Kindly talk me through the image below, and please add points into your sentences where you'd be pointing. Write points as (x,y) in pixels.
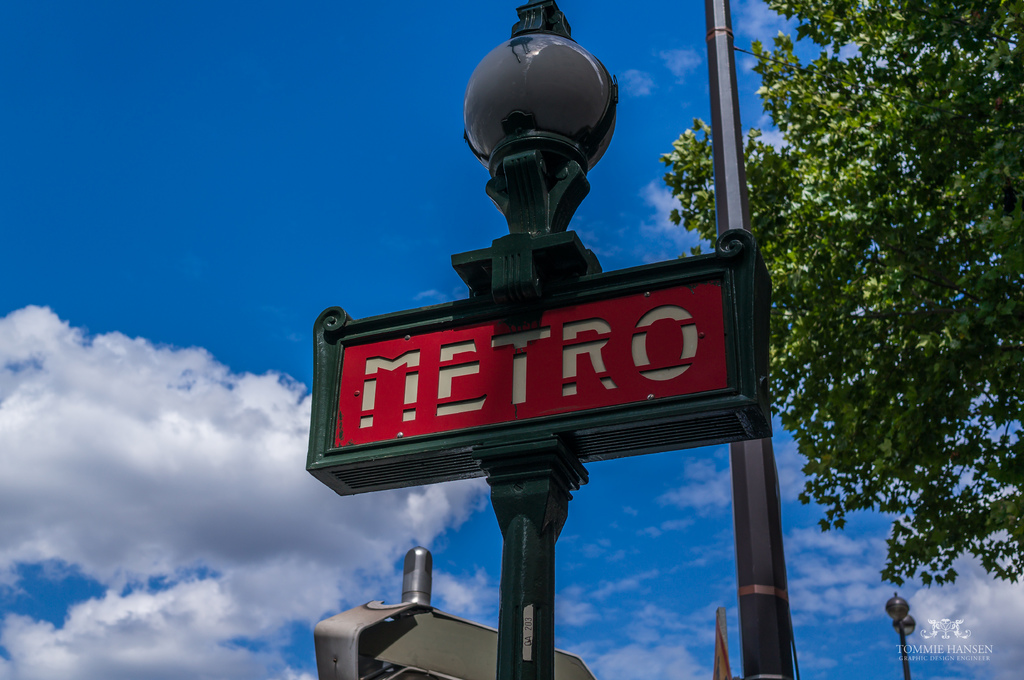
In this image we can see a signboard (537,406) on a pole (498,276). In the background (746,647), we can see a group of poles (749,627), tree (943,213) and the cloudy sky (211,469).
